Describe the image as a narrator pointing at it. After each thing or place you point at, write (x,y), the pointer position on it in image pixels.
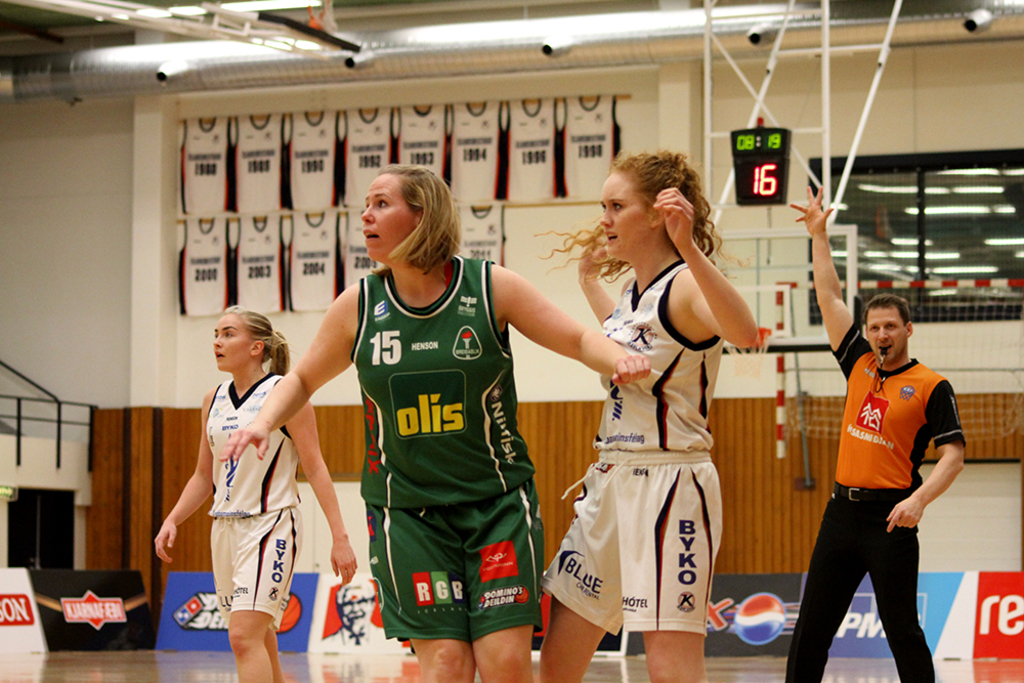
In this image we can see group of persons (454,365) standing on the ground (366,657). One woman (438,490) wearing green dress (422,591) and other women (637,456) is wearing a white dress (649,518). One person (945,409) holding whistle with his mouth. In the background (770,164), we can see a score board (742,189), group of poles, group of shirts (477,134), a goal post (783,370), some hoardings (292,623) and some lights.
